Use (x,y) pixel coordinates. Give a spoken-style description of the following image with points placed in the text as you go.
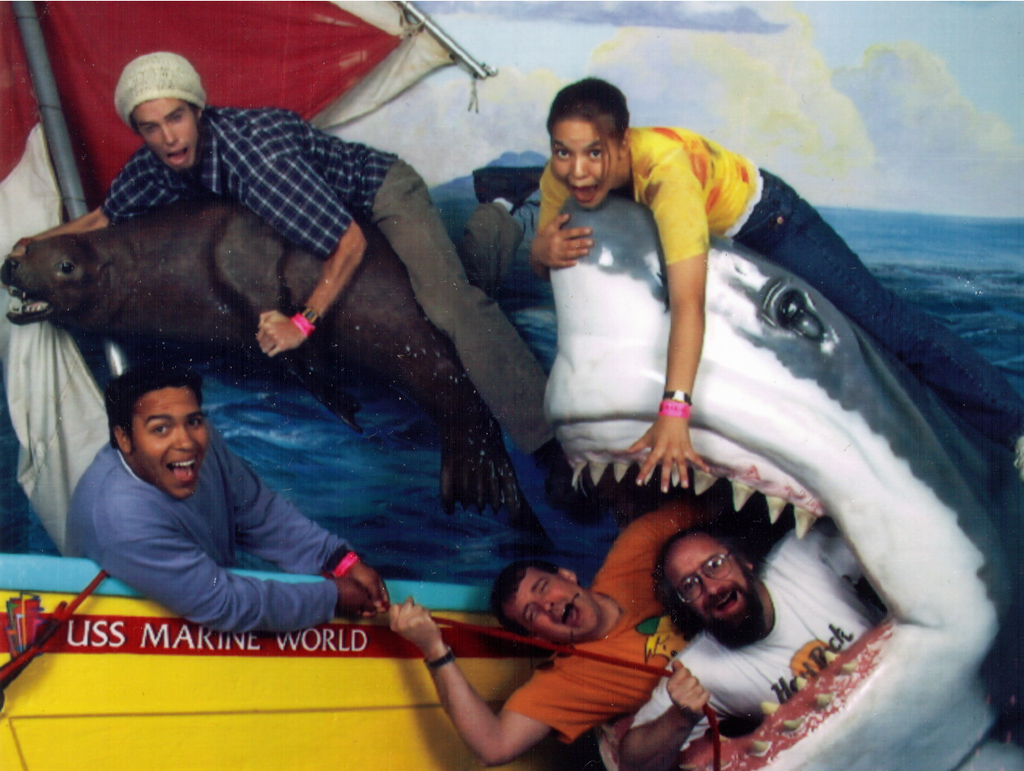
In the image there are statues (873,467) of shark (880,725), seal (119,287) and a boat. There are few people (719,662) in the image. Behind them there is a wall (799,117) with wallpaper (959,245). On the wallpaper (629,96) there is water (958,269), sky (540,52) with clouds (729,95) and poles (35,31) with flags (256,70).
